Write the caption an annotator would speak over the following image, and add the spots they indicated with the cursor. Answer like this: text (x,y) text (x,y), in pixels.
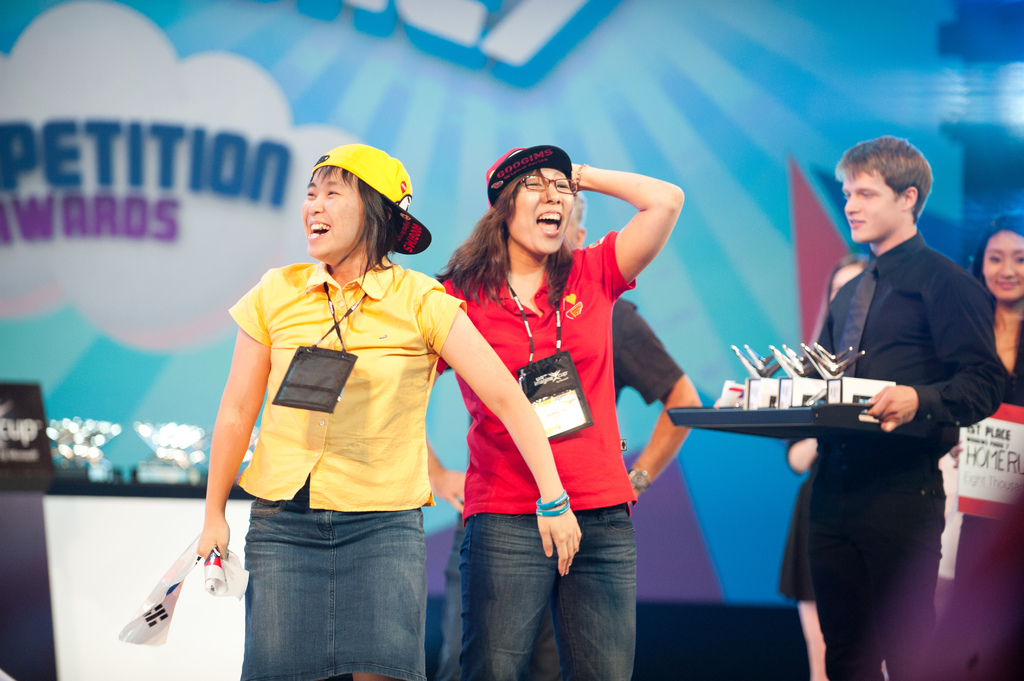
In this image we can see a group of people (593,427) standing. In that a woman (399,516) is holding a cloth (211,561) and a man (905,555) is holding a tray (840,423) containing some objects (786,405) in it. On the backside (171,474) we can see a board (30,425) and some objects (181,460) on a table (154,570) and a banner (697,305) with some text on it.
